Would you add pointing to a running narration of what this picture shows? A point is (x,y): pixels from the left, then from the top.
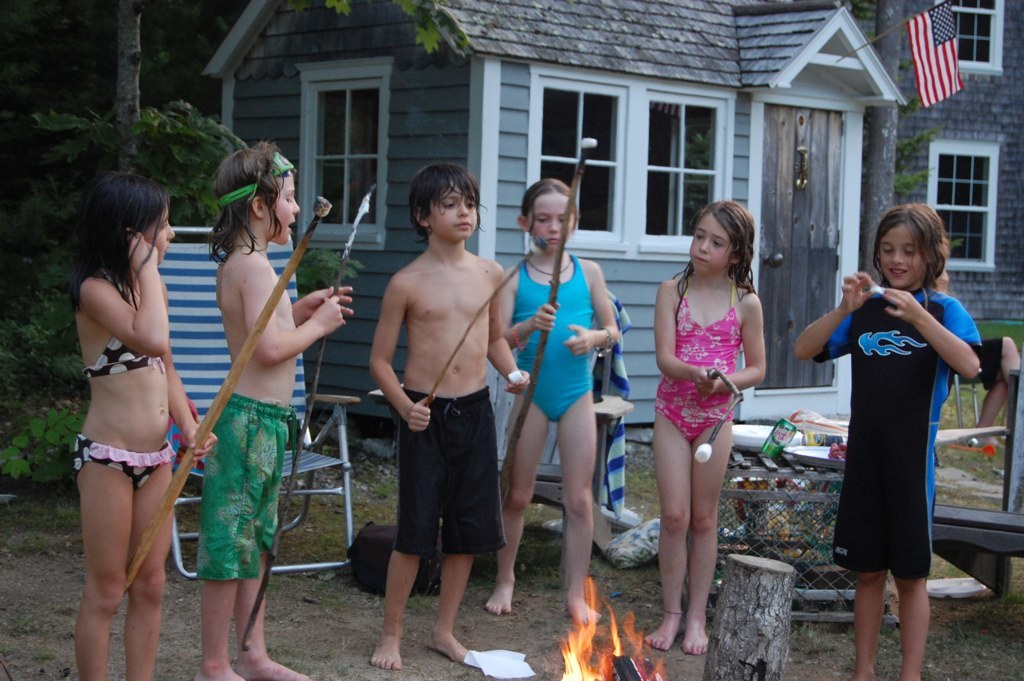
In this picture we can see few kids (667,525) are standing, four of them (727,373) are holding sticks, at the bottom (629,669) there is fire (628,654), on the left side (290,395) we can see a chair (199,334), there is a plate (803,453) and a tin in the middle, in the background (759,186) there is a house (475,67) and trees (160,60), we can see a flag (949,85) at the right top of the picture (935,79).
